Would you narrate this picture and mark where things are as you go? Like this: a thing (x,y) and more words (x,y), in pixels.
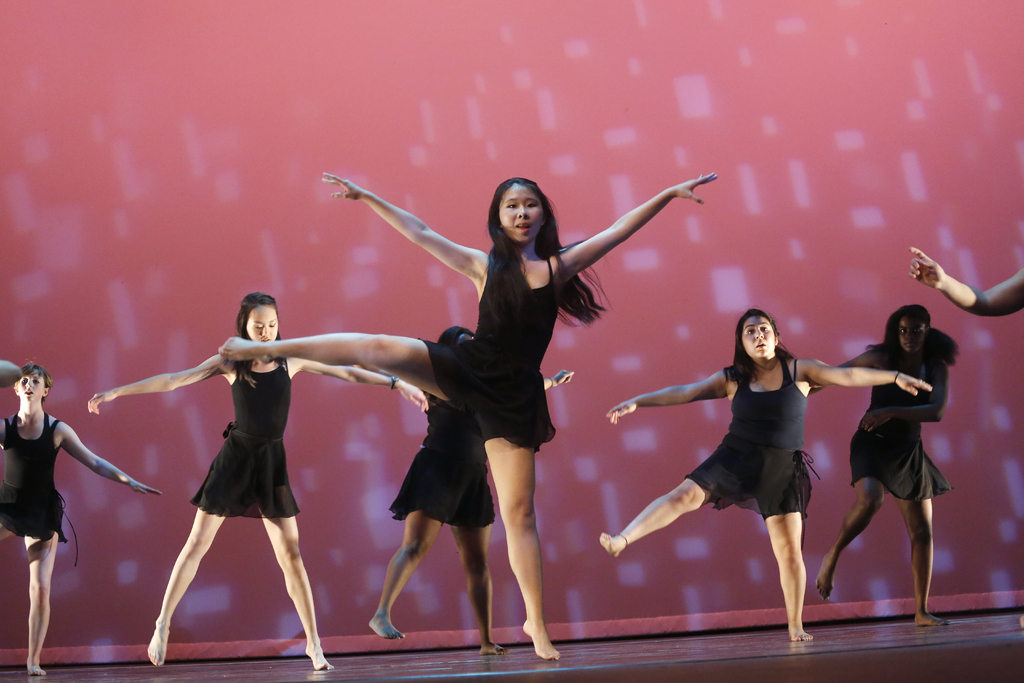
In this image few women (495,463) are dancing on the stage (721,642). They are wearing black dress (470,413). Behind them there is a wall (619,583).
